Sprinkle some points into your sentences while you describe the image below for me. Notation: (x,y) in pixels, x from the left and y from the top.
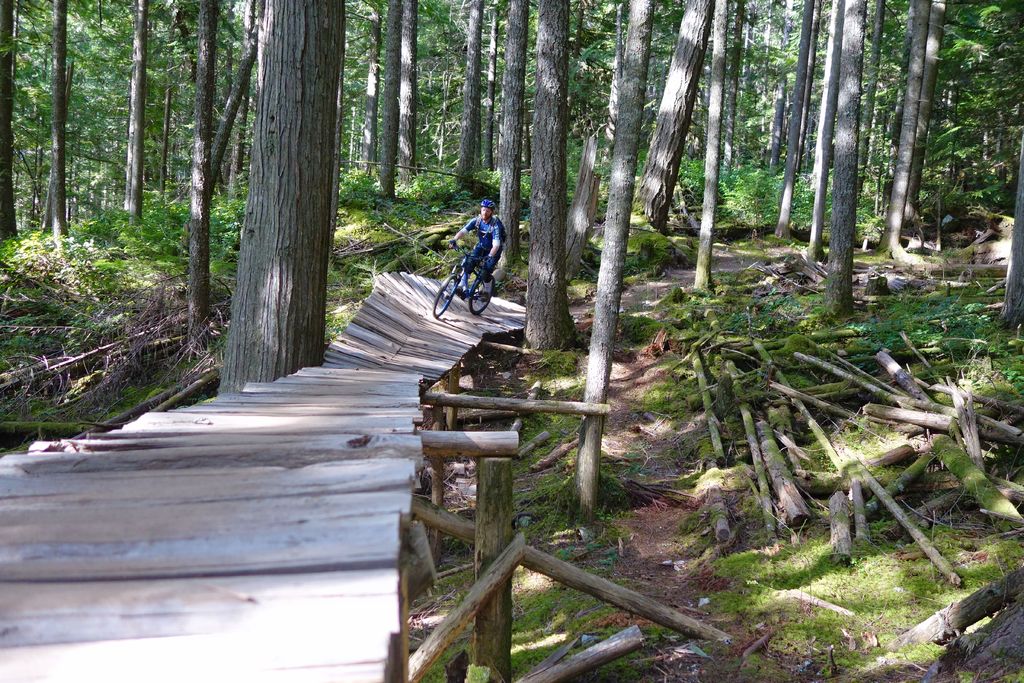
In this picture I can see a person (490,262) riding bicycle (479,283) on the wooden bridge (421,382). I can see trees (296,281) in the background (584,123). I can see green grass (745,573).
